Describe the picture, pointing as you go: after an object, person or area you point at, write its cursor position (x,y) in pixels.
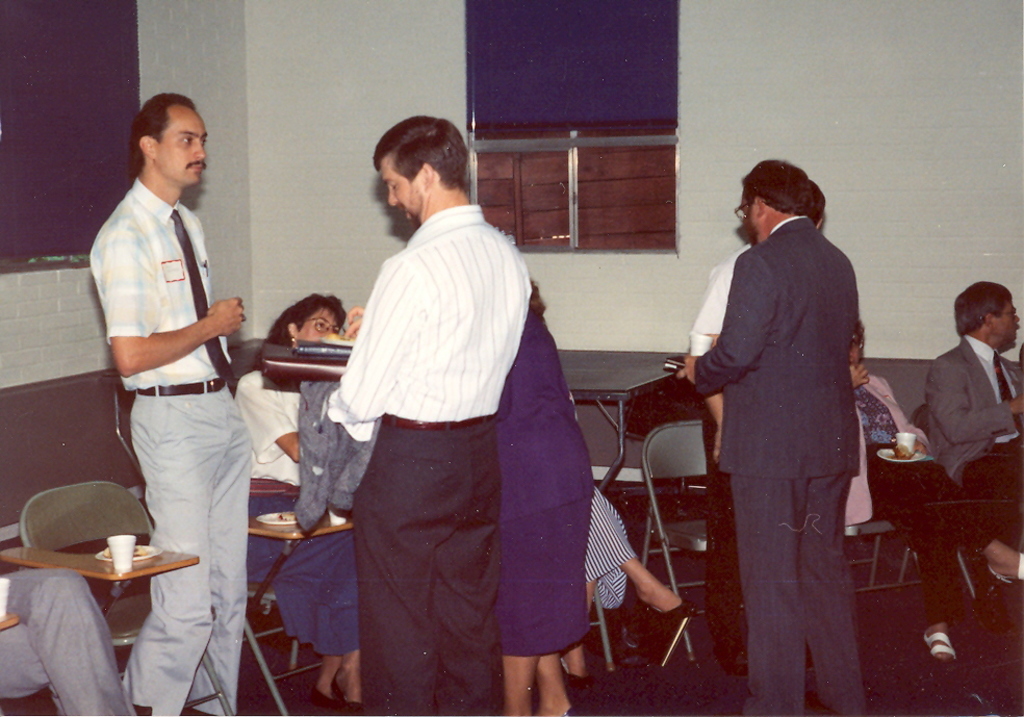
In this image these are few people (587,564) sitting on the chair (648,522) and holding a plate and a glass (911,442). In front (434,542) there are some persons (464,376) are standing and there is a table (596,363). At the background (309,87) we can see a wall (356,87) and a brown window (586,191).
